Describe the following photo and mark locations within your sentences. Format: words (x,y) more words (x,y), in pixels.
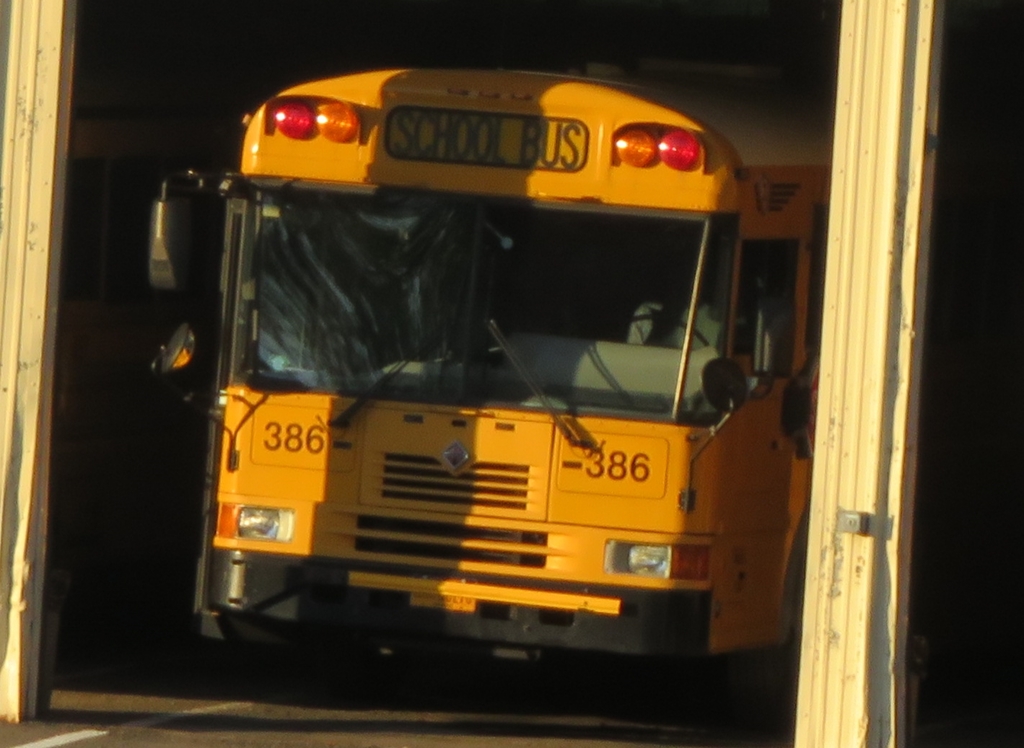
In this image there is a vehicle (513,484). On the right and left side of the vehicle (444,441) there is a wooden pole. The background (76,401) is dark.
